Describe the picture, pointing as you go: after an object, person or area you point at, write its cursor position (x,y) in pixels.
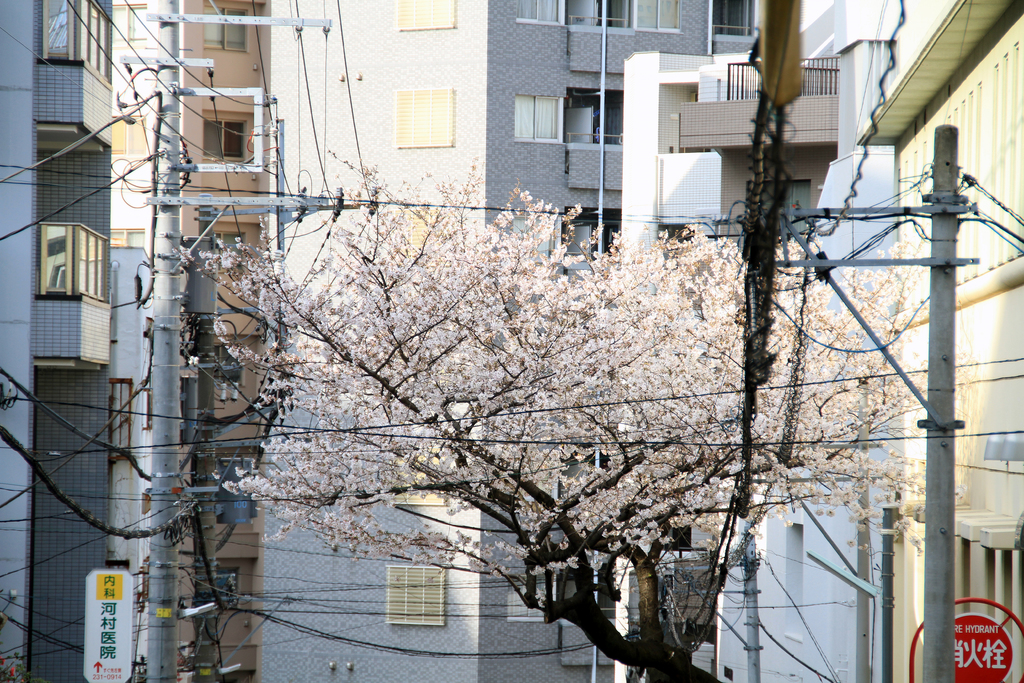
In the image we can see the buildings (558,119) and these are the windows (558,119) of the buildings (554,106). Here we can see a tree (531,375), electric pole (946,294), electric wires (279,231) and a board (121,629). Here we can even see the fence (756,80).
